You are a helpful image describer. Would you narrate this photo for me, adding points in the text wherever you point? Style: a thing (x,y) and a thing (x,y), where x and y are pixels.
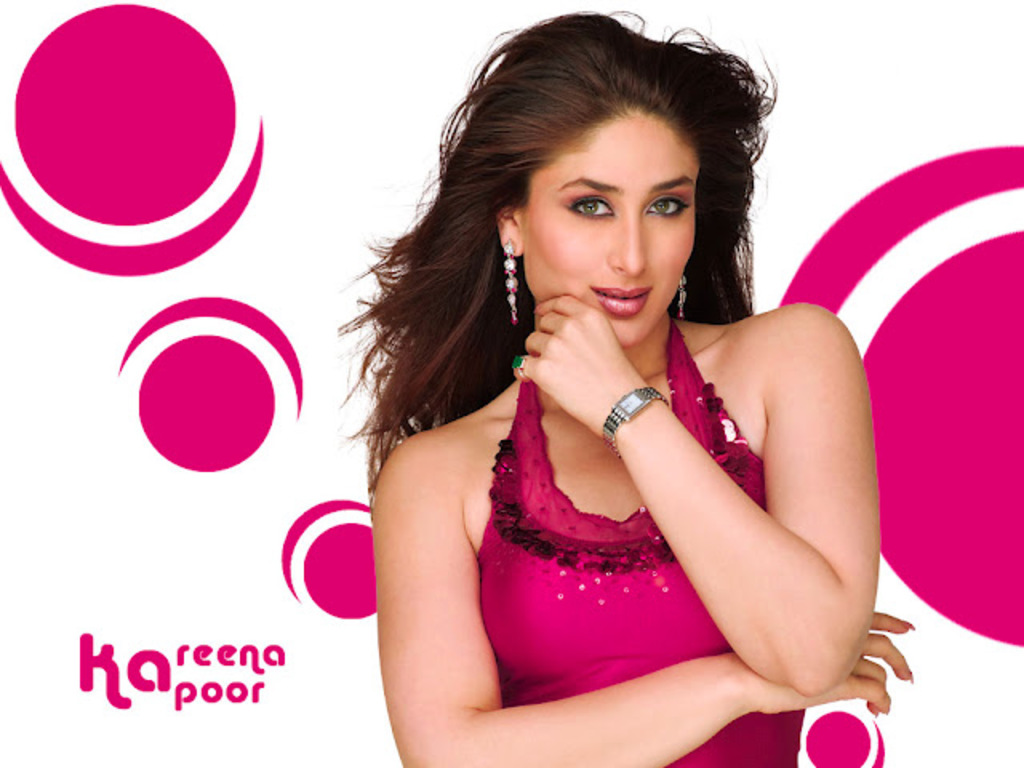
In the center of the image (569,426) there is a woman (550,680). On the bottom left corner (250,681) there is a text (183,649).
